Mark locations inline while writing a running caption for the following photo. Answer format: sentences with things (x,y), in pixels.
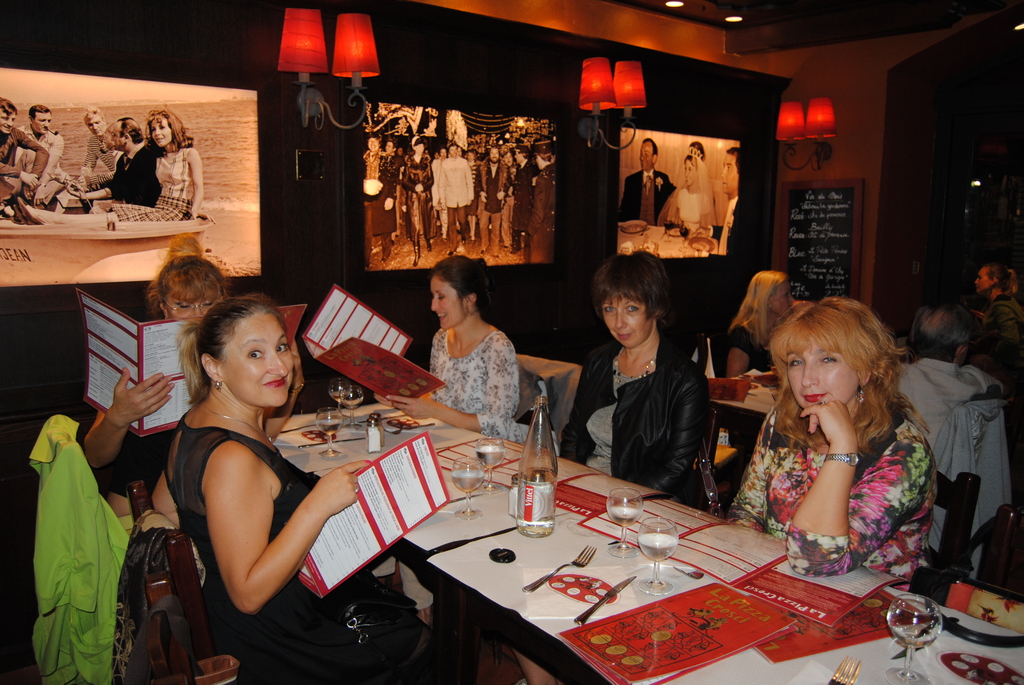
In this picture I can see 5 women (230,311) sitting on chairs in front (599,409) and I can see tables (780,574) in front of them, on which there are glasses (621,521), a bottle (540,439), few papers (573,502) and other things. I can also see that 3 women (258,329) are holding cards (167,370) in their hands (140,402). In the background (50,348) I can see the wall (511,92) on which there are 3 photos (430,126) and I can see the lights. On the right side of this picture (959,396), I can see few more people (945,361) and I can see a board (836,232) on which there is something written.
